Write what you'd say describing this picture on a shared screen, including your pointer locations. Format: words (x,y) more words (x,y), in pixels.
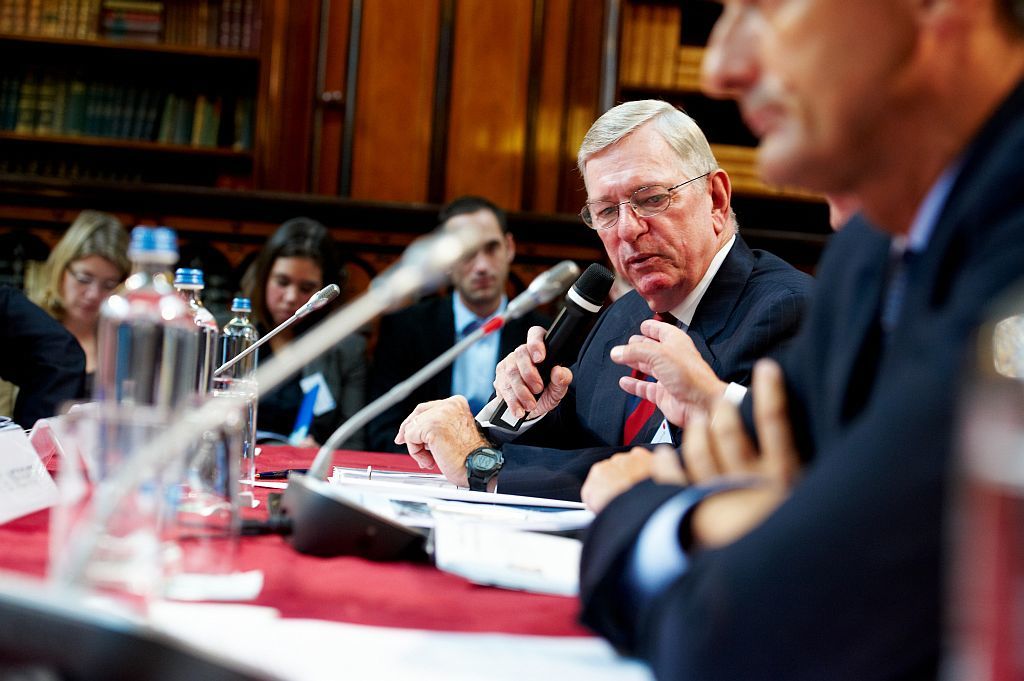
In this image we can see some persons (399,422) wearing suits (64,363) sitting on chairs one is holding a microphone (566,295), on left side of the image (183,391) there are some water bottles (161,377), microphones (401,539), some name boards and some other objects (313,649) and in the background of the image (123,127) there are some books (148,126) which are arranged in the shelves (129,55) and there is a wooden surface (522,98).
